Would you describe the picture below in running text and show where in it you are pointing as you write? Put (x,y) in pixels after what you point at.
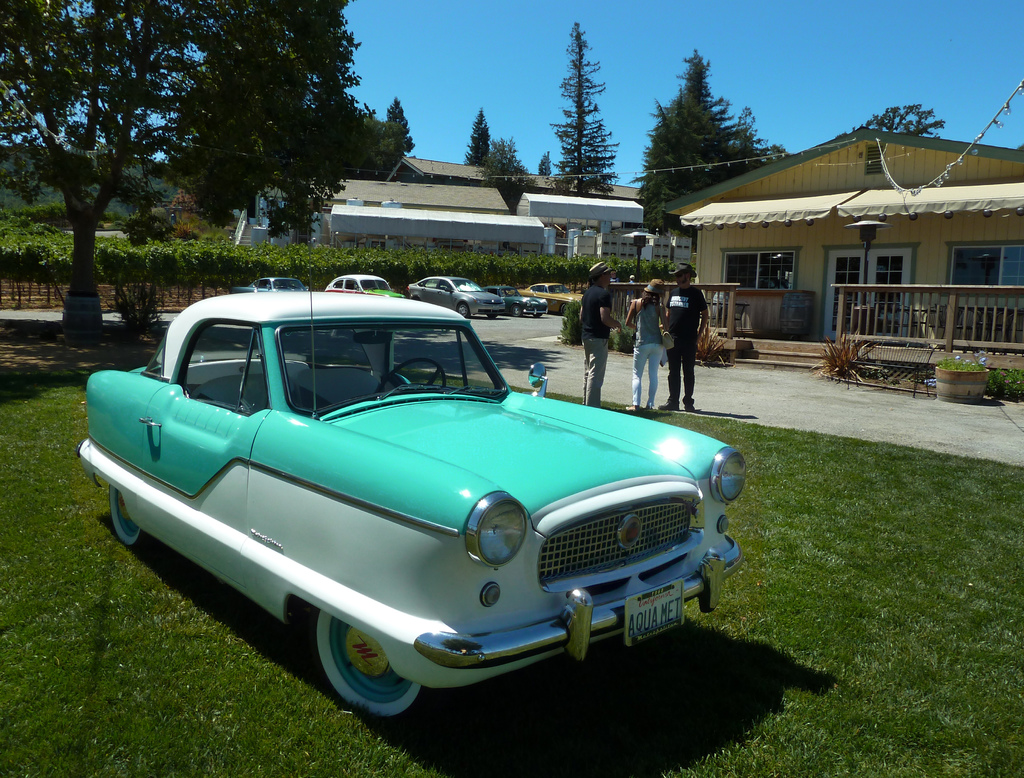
In this picture there are people (687,301) standing and we can see grass (1006,484), tree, wire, lights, fence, cars (303,454), plants (1004,373), pot (965,378) and houses (500,201). In the background of the image (510,202) we can see trees (581,54) and sky (566,46) in blue color.
